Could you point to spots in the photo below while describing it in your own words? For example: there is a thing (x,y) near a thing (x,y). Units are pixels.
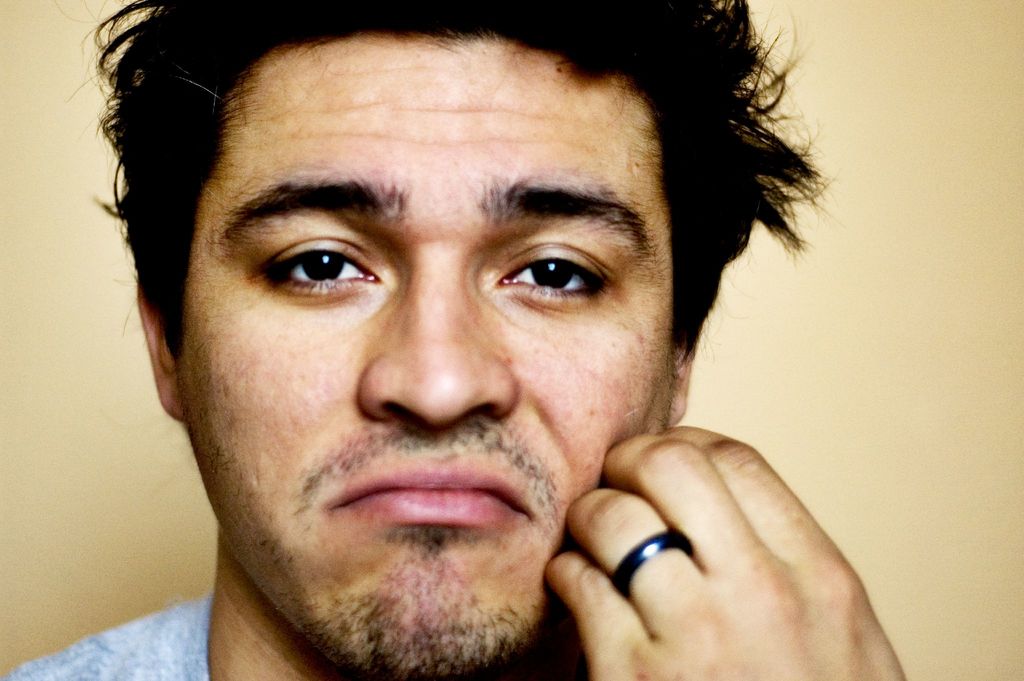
In this picture there is a person (295,635) with grey t-shirt (195,626) and black hair (584,10) and there is a ring (622,577) to his left hand (756,571). At the back (893,384) there's a wall (792,398).
